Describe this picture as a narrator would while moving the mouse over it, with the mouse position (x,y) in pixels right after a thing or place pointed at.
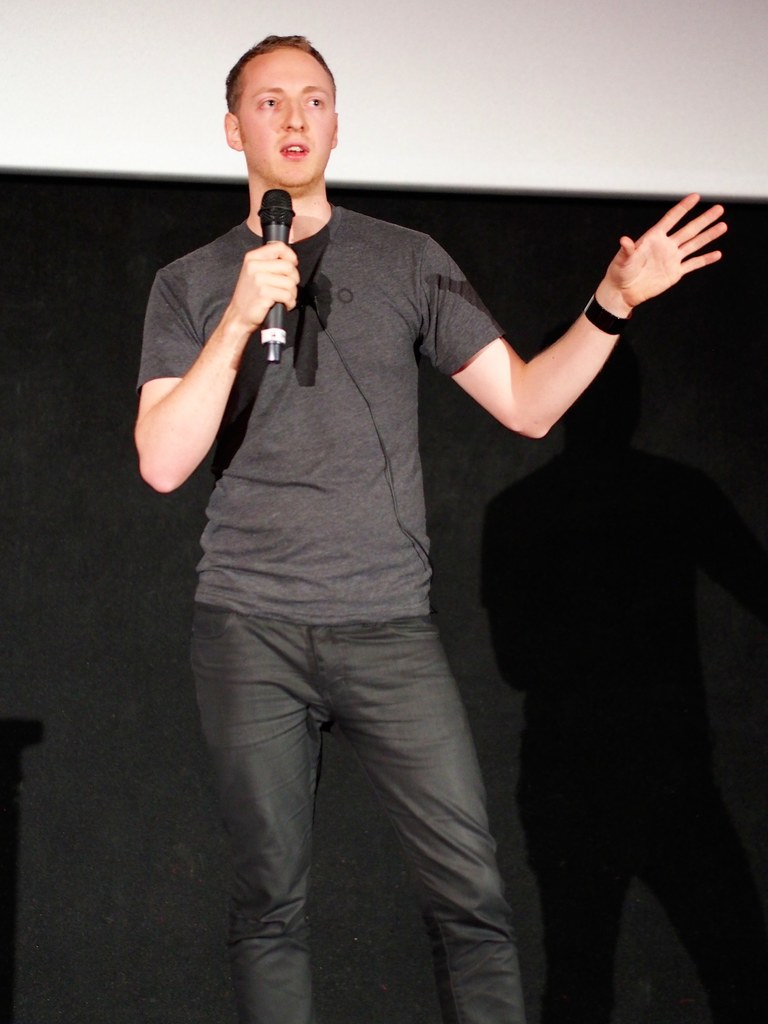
In the center (385,447) we can see one man (355,552) standing holding microphone (274,219). And back we can see wall (455,228).
